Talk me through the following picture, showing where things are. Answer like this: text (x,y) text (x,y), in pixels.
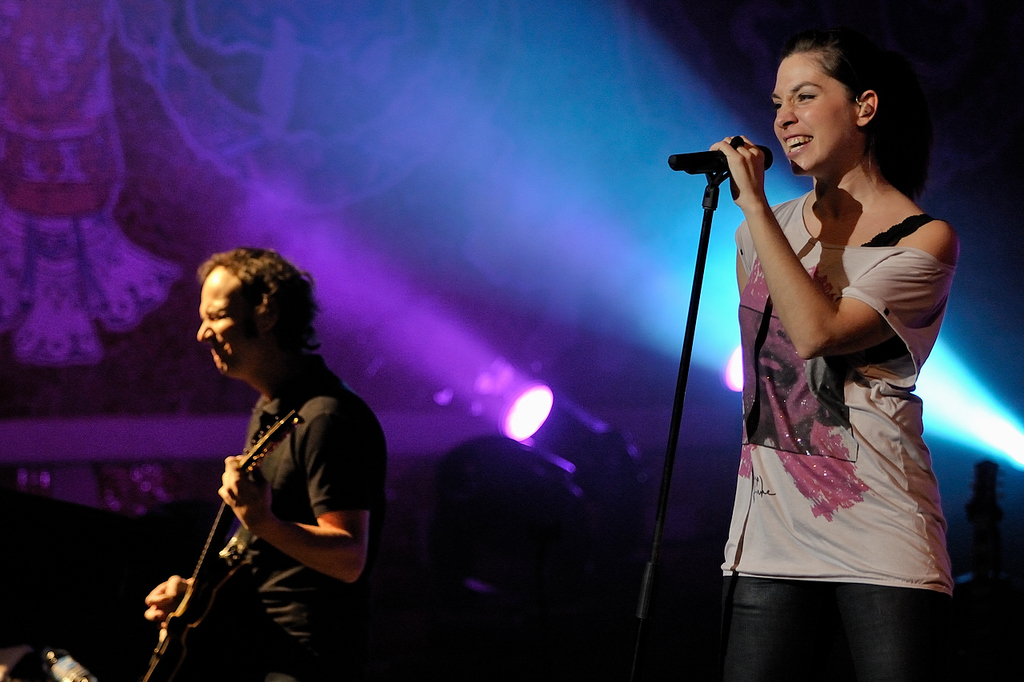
There is a woman (826,300) standing in front of a microphone (724,161) holding it. She is laughing. In the background (327,457) there is a guy (298,596) holding a guitar (220,551) in his hand (159,613) and playing it. We can observe a light (516,408) here.
